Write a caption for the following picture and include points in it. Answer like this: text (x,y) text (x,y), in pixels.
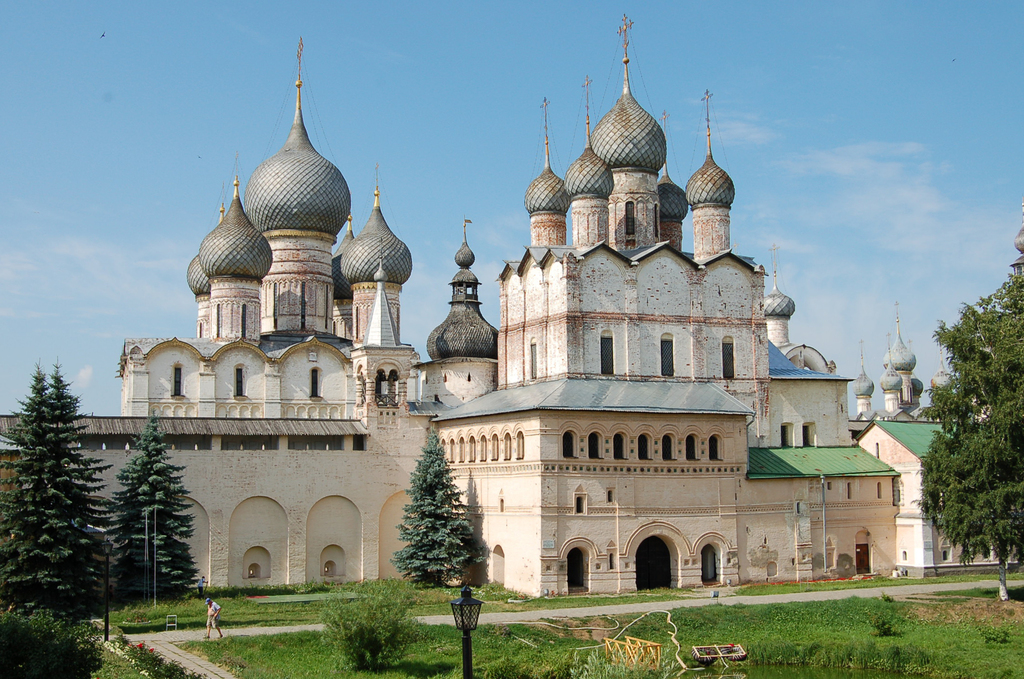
In this image we can see the castle construction house (816,360). Here we can see the trees (136,463) on the left side (62,595) and the right side (1003,393) as well. Here we can see a light pole (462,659). Here we can see the water (829,667) on the bottom right side (867,670). Here we can see the grass (732,617). Here we can see a person (205,602).
